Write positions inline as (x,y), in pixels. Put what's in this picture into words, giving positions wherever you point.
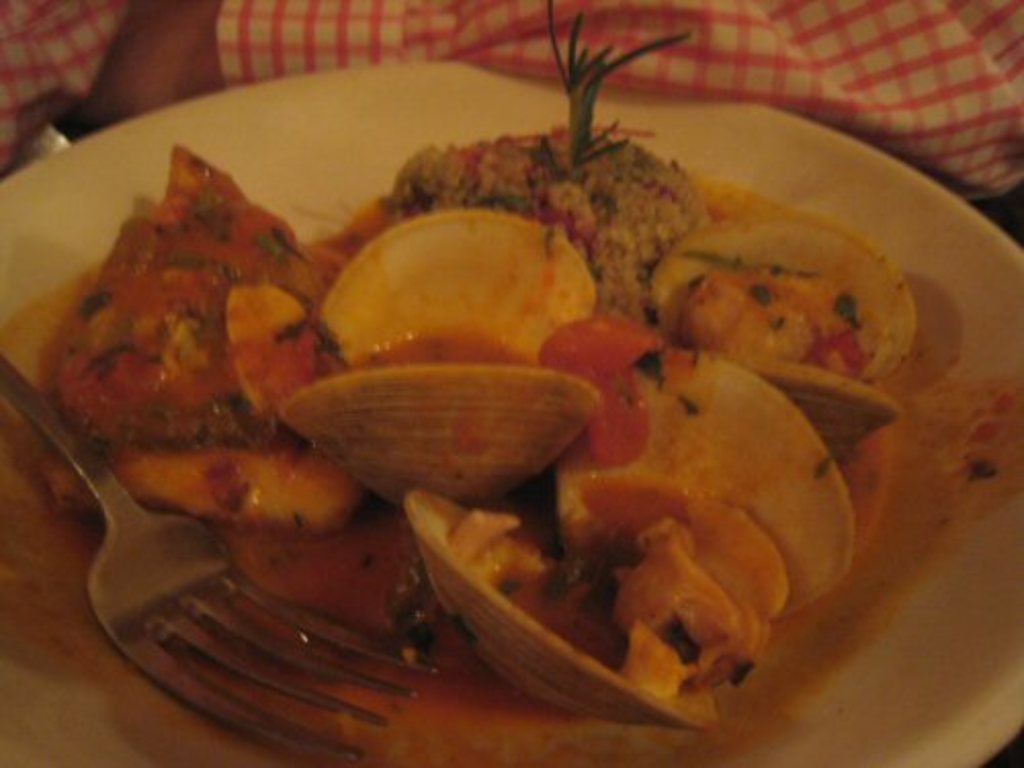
In this picture I can see some eatable thing (611,263) placed on the table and also we can see fork (171,546), cloth (731,56).
